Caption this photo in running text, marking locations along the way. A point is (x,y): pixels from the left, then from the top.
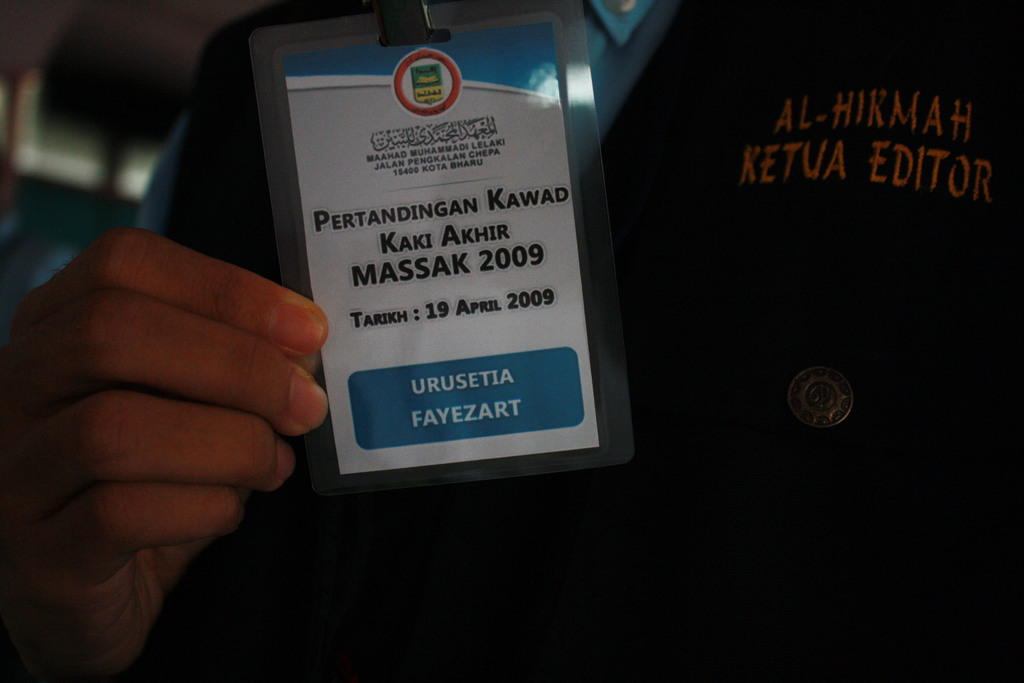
In the picture we can see a person (804,324) showing his ID card (380,314) holding it with hand (106,438).
